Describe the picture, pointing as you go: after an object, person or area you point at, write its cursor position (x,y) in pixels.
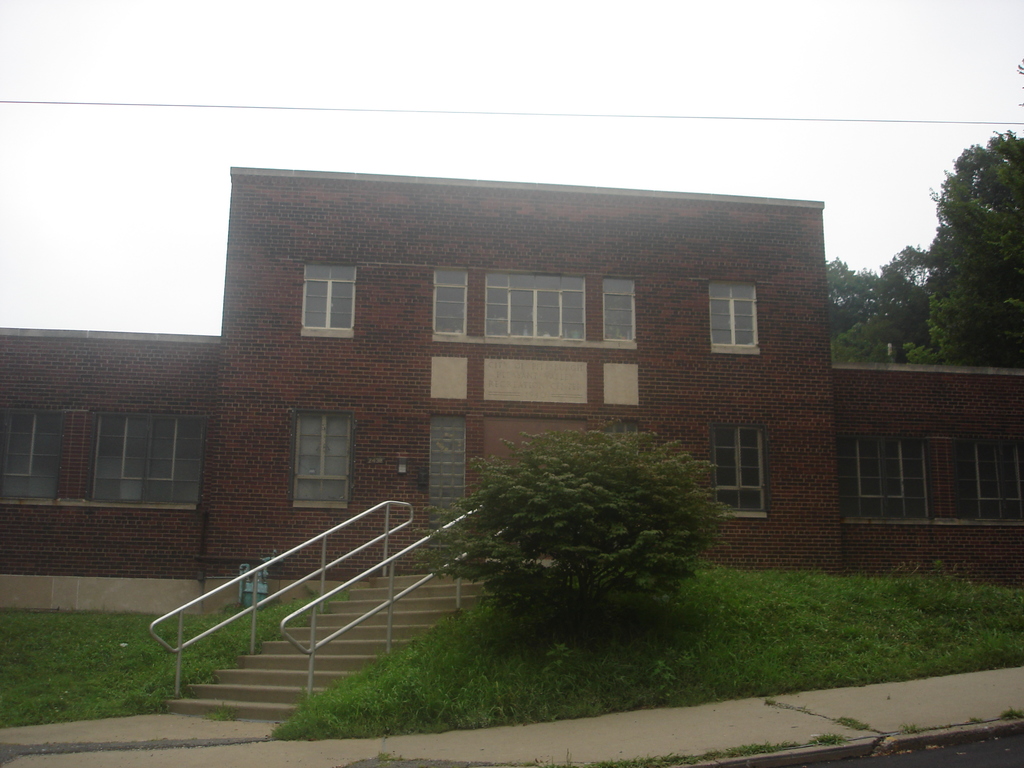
In this image I can see grasses (65,647) on the left side (111,625) and in the middle (506,313) I can see a house (746,382) and on the back side (937,320) there are trees (979,321).
